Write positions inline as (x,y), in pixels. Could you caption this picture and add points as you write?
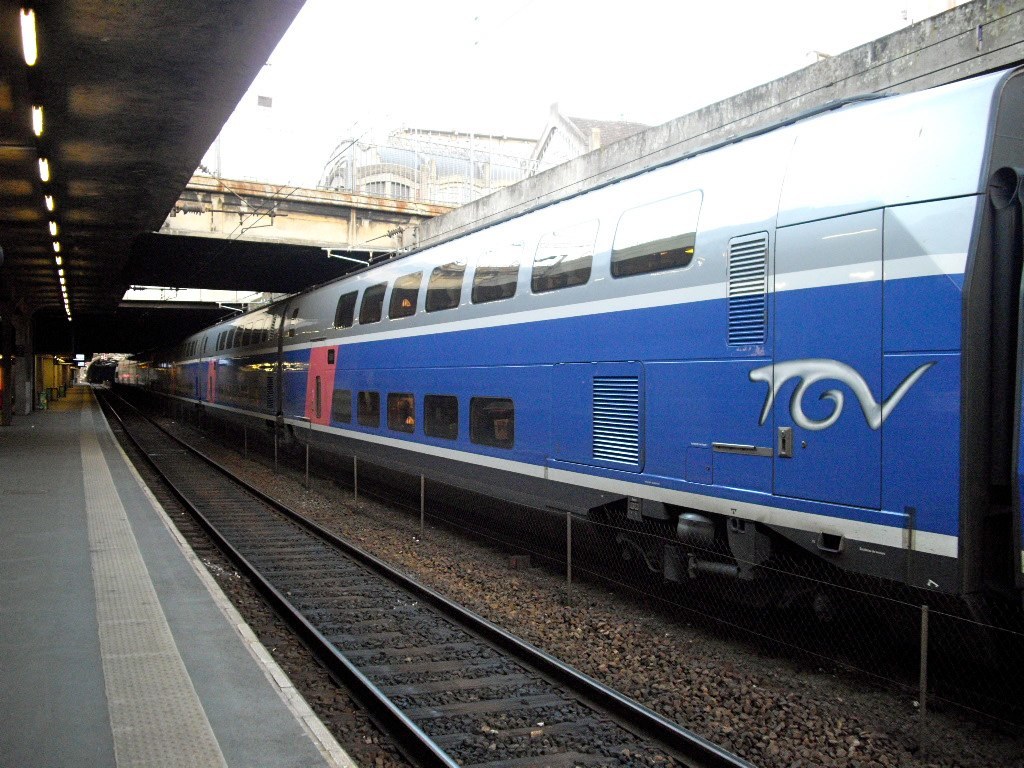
This is the picture of a train (520,418) on the train track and also we can see a bridge (268,198) and some lights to the roof (88,211).
